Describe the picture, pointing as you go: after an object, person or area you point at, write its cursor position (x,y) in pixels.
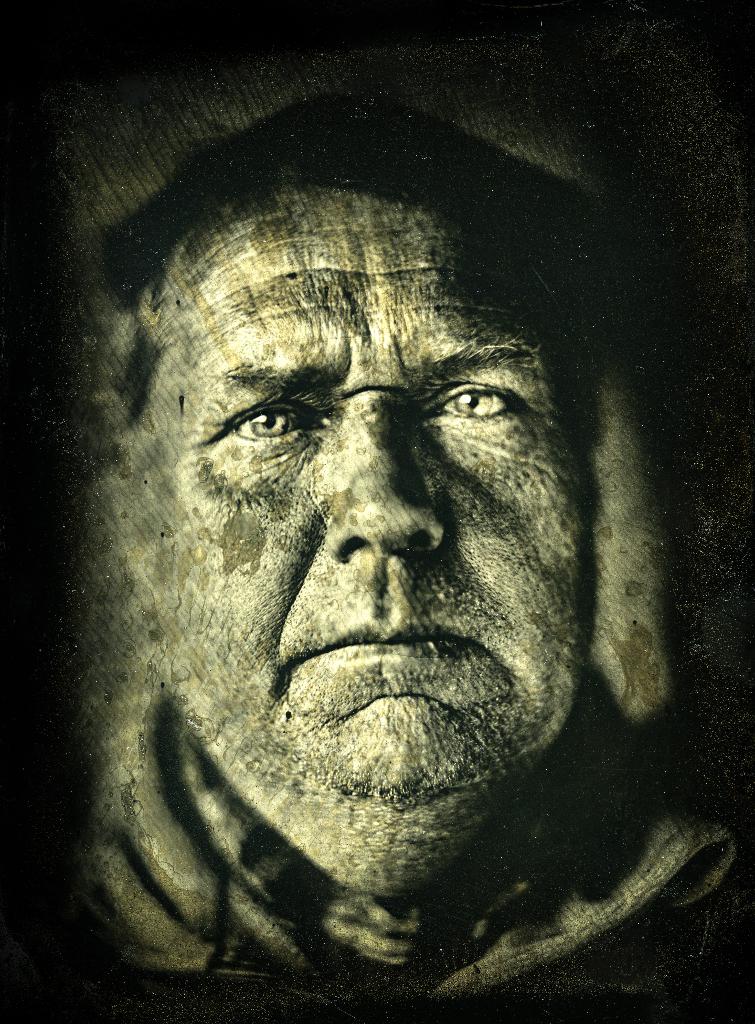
In this image I can see a photo of a man (378,617). This picture is black and white in color.
